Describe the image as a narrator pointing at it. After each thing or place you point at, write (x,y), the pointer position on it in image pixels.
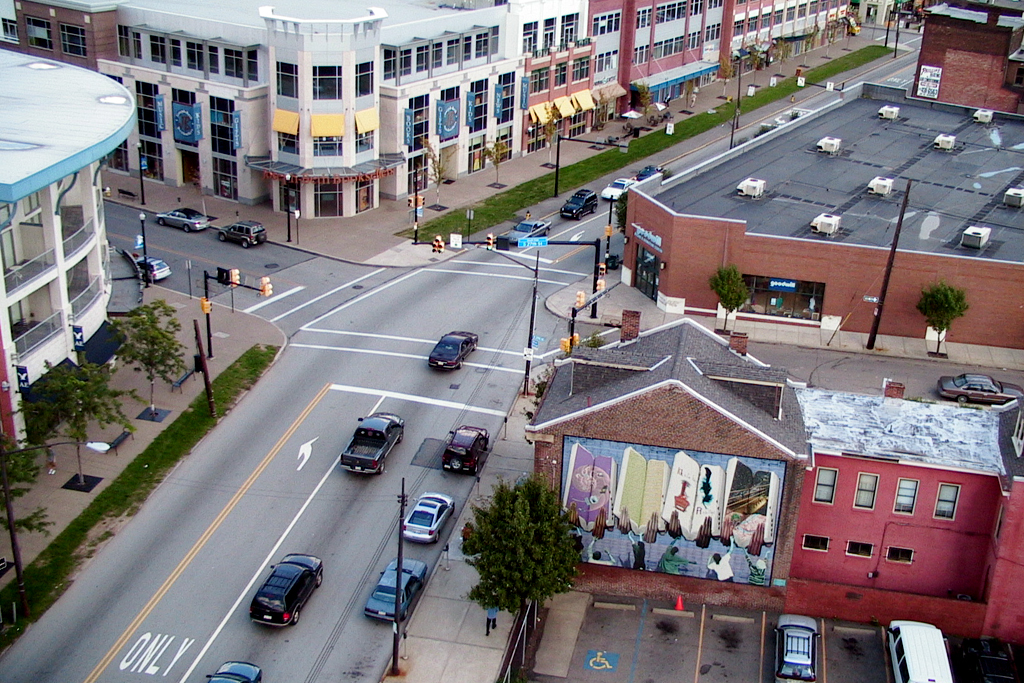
In this image I can see few cars (306,565) on the road (347,558). I can also see few buildings (723,410) in brown, red and white color. Background I can see few poles (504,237), trees (118,389) and grass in green color, and I can also see few windows (957,488).
